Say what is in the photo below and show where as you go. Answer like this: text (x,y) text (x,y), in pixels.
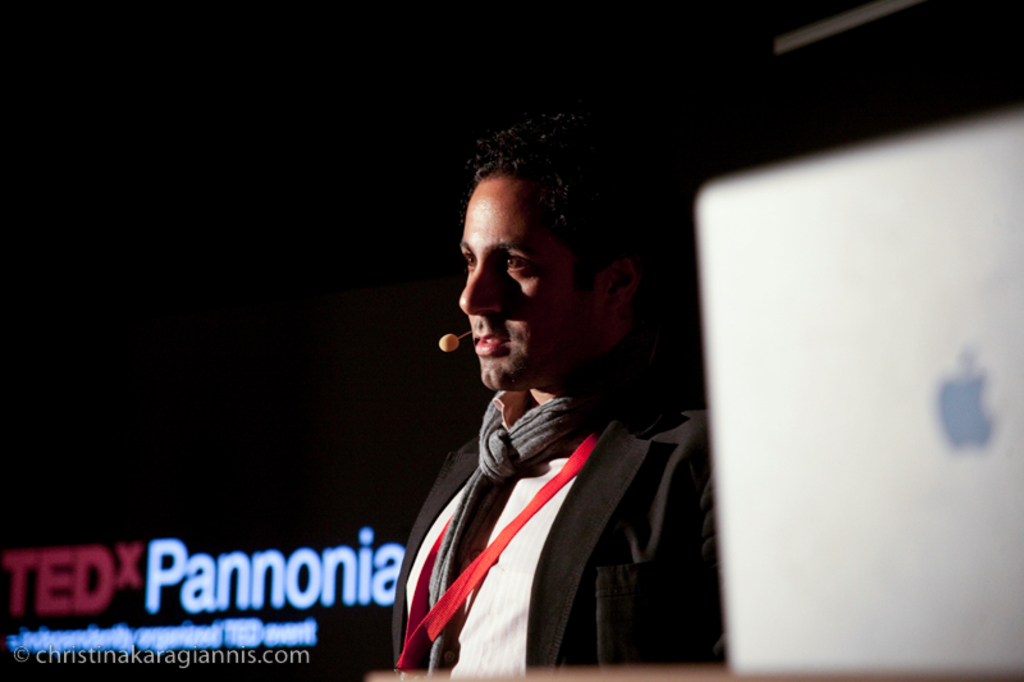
In this image there is a man (519,555) in the middle (549,420) who is wearing an id card (439,535) and a mic (455,339). Behind him there is some text (347,580). On the right side (936,389) there is a laptop (843,454). In the background (200,179) it is dark.
